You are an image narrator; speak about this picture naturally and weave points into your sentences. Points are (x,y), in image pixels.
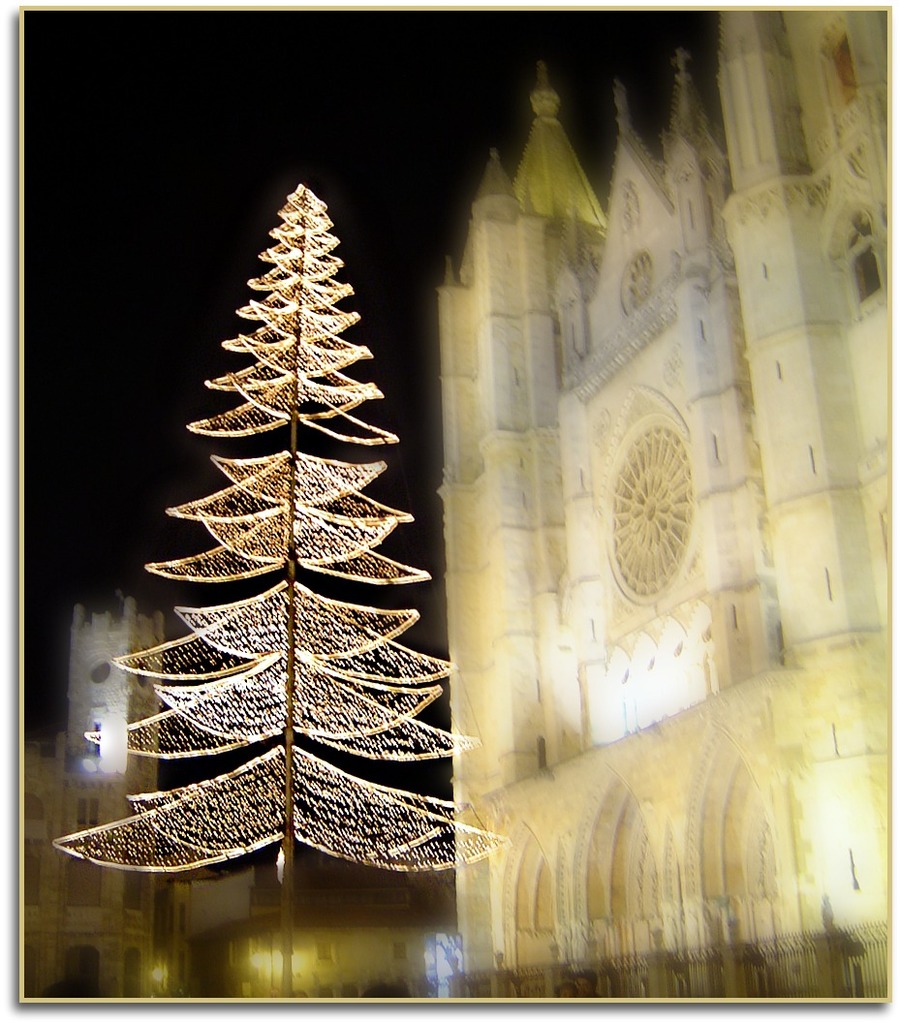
In this image we can see white color buildings (260,896) and one tree like structure thing (292,758).
